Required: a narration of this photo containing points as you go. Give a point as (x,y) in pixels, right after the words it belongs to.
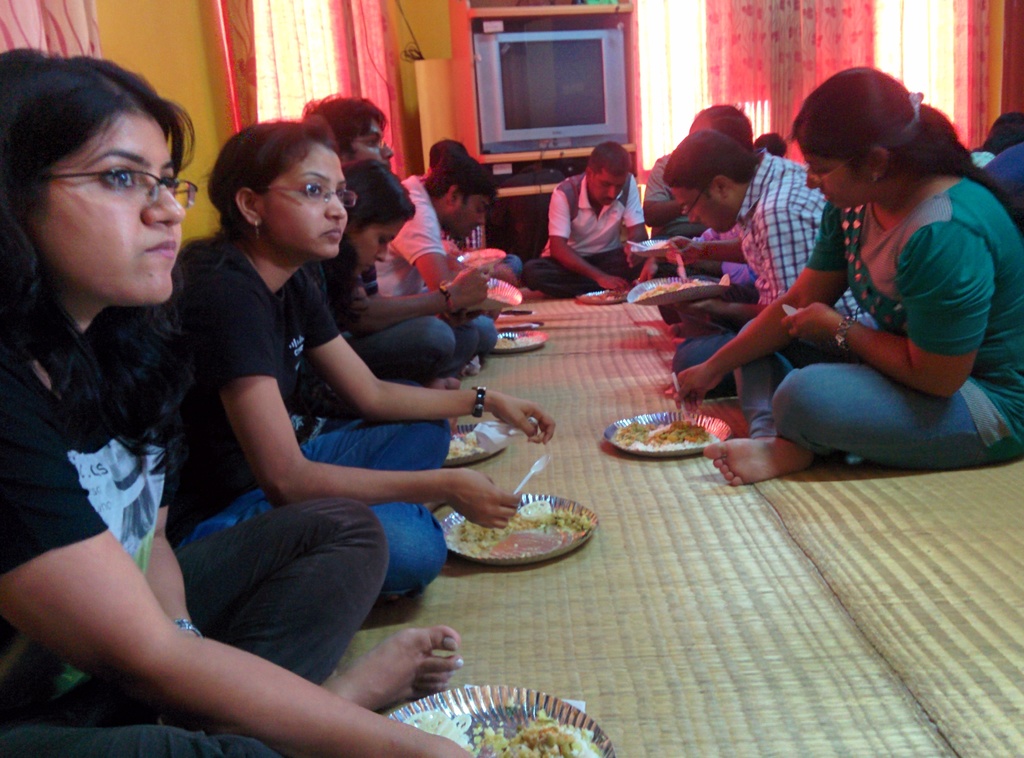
In this image I can see people (41,416) sitting on the mats (687,592). There are food items (525,736) on the plates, there are spoons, also there are walls (420,122) and curtains (702,20). And there is a television (547,101).
